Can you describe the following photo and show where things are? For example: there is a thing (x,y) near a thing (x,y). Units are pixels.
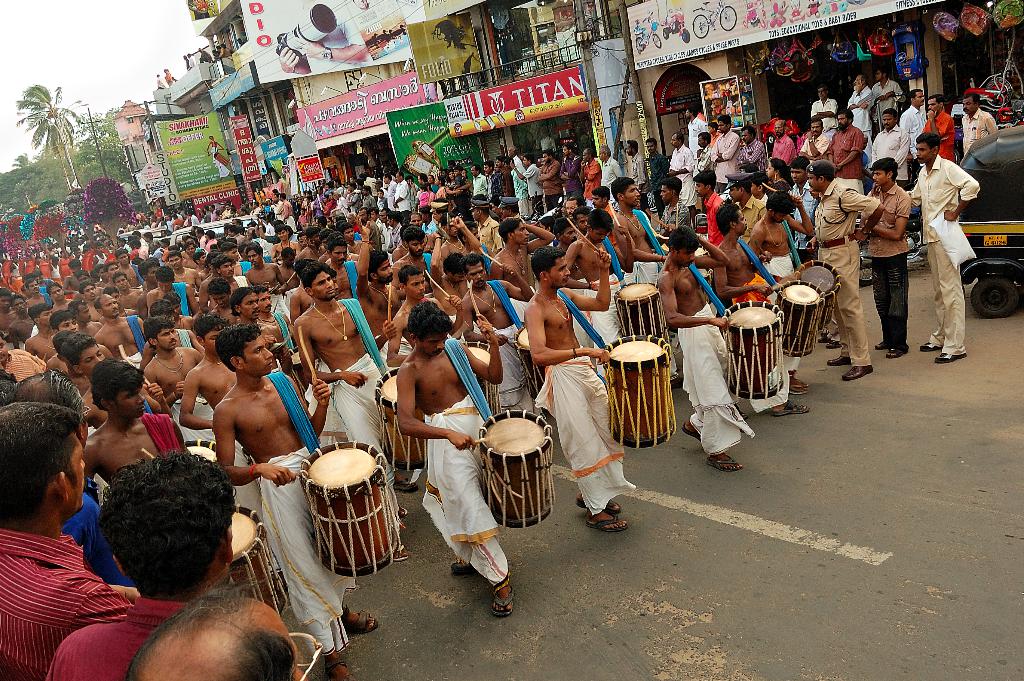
In this image, we can see a group of people (299,677) are standing. Few people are playing a musical instrument (375,490) on the road (992,383). Top of the image (207,150), we can see stalls (960,26), hoardings (381,96), banners (452,148), some objects (1020,13), trees (117,158), vehicles (1008,148), pole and sky (151,74).
